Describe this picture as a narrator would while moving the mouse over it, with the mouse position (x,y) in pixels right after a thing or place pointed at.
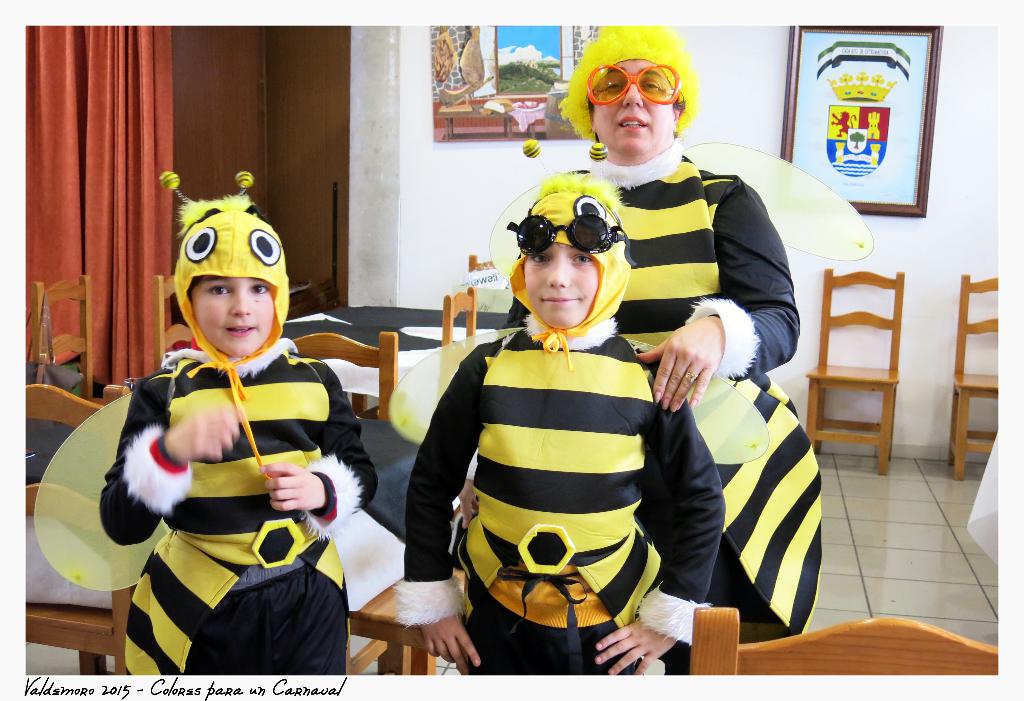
In the picture we can see two kids (553,446) and woman (670,318) wearing different costume (413,509) standing and posing for a photograph and there are some chairs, table (385,493) and in the background of the picture (538,72) there is a wall (479,221) to which some photo frames (552,92) are attached, on left side of the picture (94,176) there is curtain (106,132).
